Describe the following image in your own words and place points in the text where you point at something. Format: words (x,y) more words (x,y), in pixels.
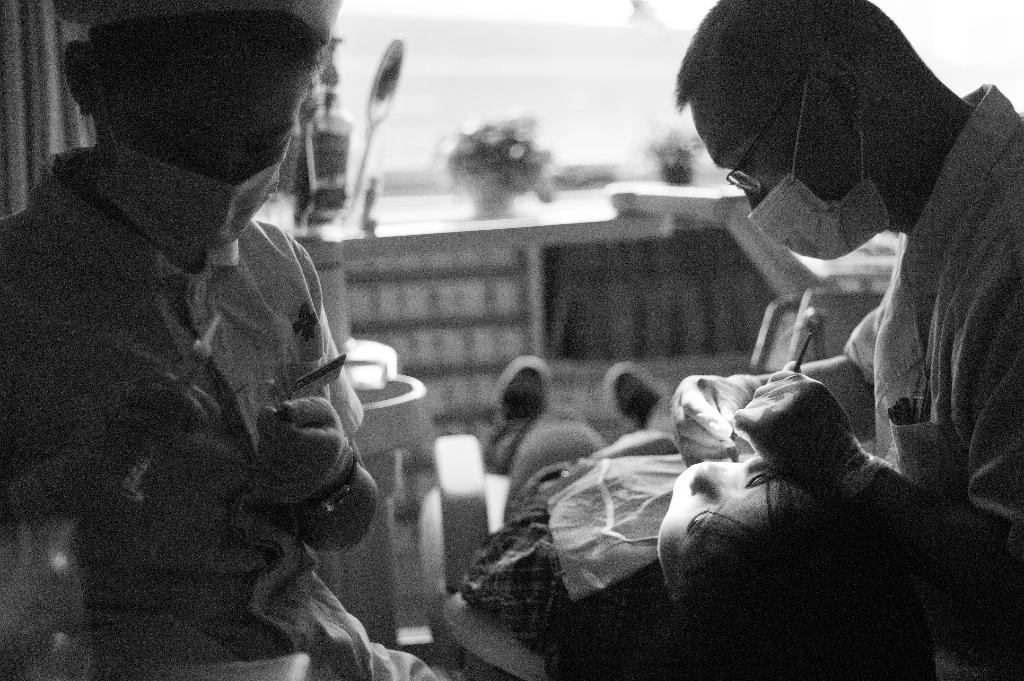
In this image on the left side (222,392) there is a person (231,427) holding a tool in hand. In the center (568,442) there is a person (588,477) laying. On the right side (984,398) there is a person (979,425) standing and holding objects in hand (764,403) and the background (479,130) seems to be blurred and there are objects (502,235) in the background (493,201).
